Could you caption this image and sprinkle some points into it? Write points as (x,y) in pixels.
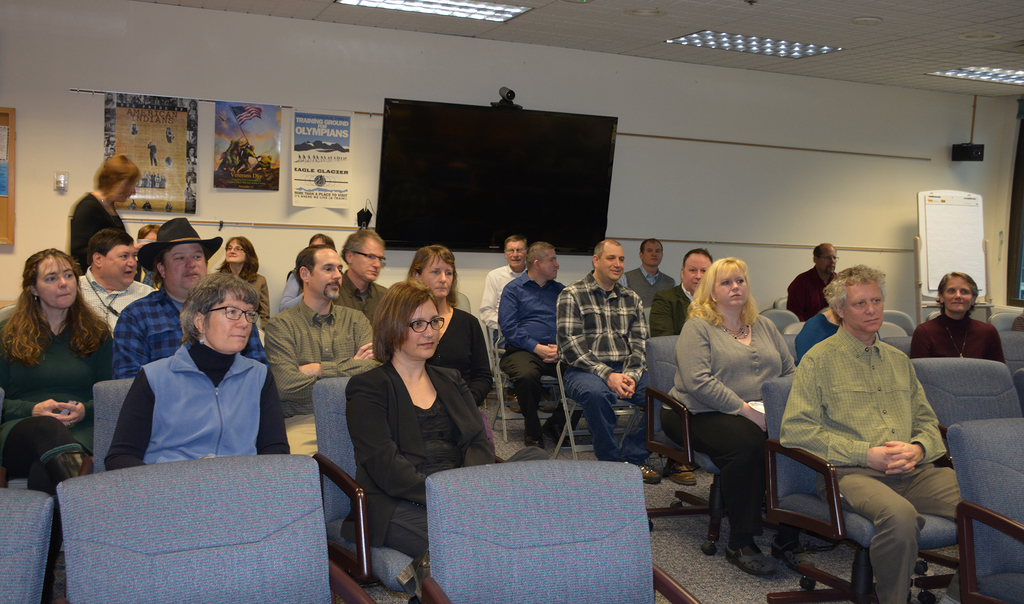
There are many people (200,348) sitting in the chairs (332,394) in this room (332,380). There are men (518,322) and women (195,335) in this group (674,302). In the background (409,220) there is a television (460,186) and some papers (240,146) attached to the wall (673,63). In the right side (949,230) there is a board (946,227).
